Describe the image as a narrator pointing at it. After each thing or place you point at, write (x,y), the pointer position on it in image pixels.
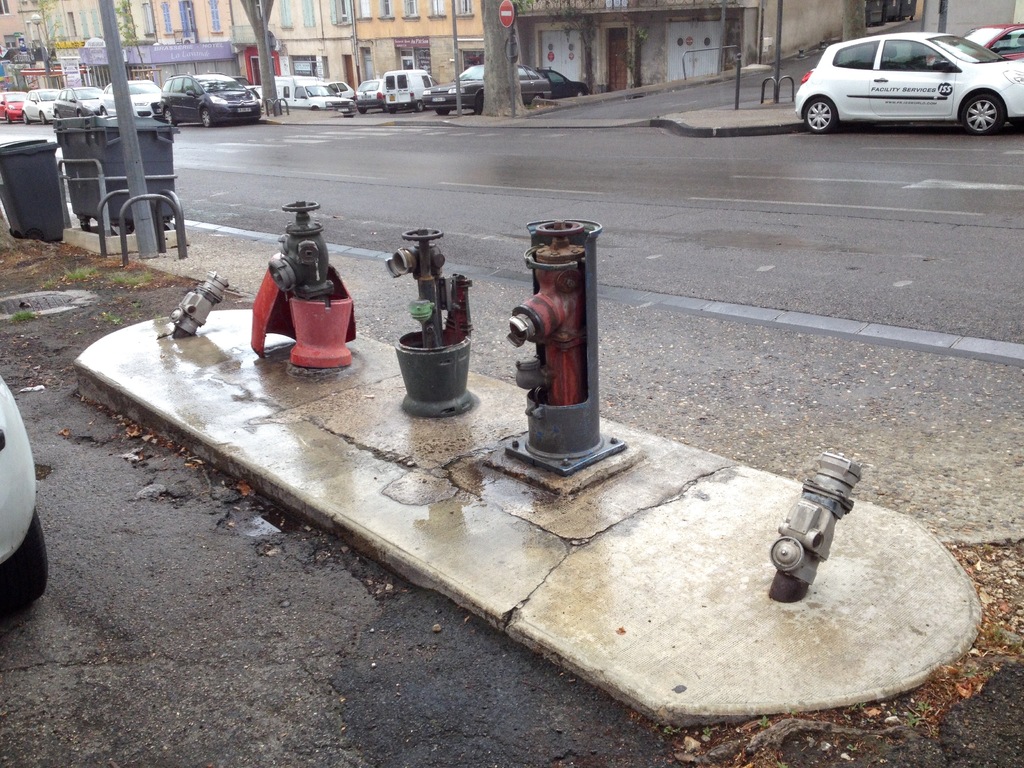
This image is clicked on the road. There are vehicles (246,92) parked on the road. In the center (517,321) there are water hydrants (304,326) and poles (136,187). Beside the poles (138,206) there are dustbins (113,146). In the background (211,23) there are buildings (629,16), trees (487,27) and poles (39,25). There is a railing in front of the buildings (58,40).
